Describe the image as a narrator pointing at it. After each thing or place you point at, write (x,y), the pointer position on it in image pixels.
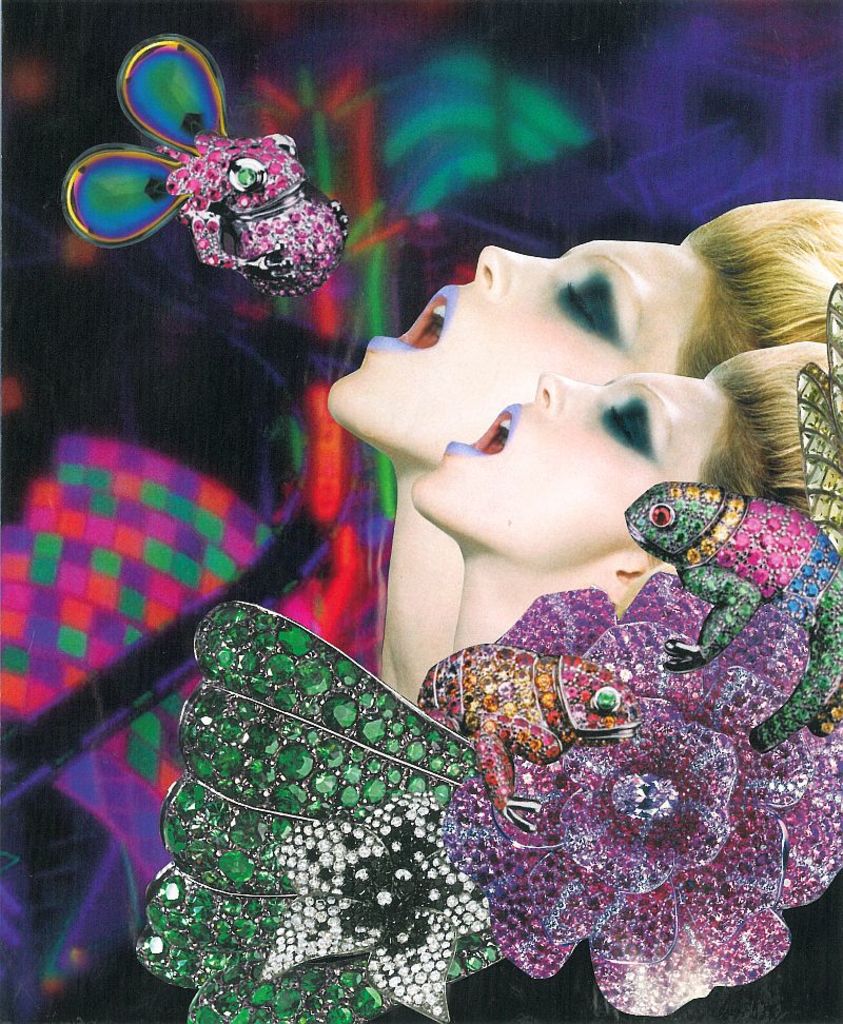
In this image I can see 2 women (732,326) present on the right (715,375). There are flowers (722,761) and animals (469,715) in the front (475,723), they have stones (450,691). There is some object (258,208) on the left (260,219). There is a colorful background (793,48).
